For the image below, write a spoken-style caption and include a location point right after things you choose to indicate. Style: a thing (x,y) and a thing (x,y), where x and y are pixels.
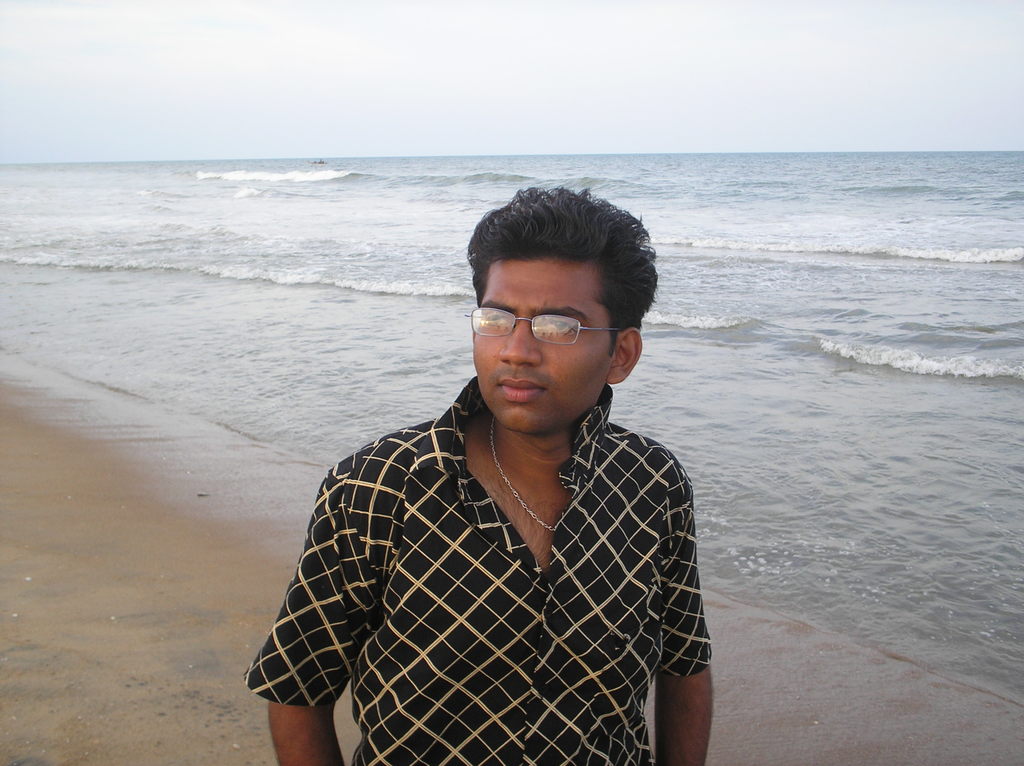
In this image I can see the person (368,525) and the person (555,615) is wearing black and cream color shirt (651,647). In the background (705,313) I can see the sea (473,367) and the sky (454,127) is in white and blue color.
